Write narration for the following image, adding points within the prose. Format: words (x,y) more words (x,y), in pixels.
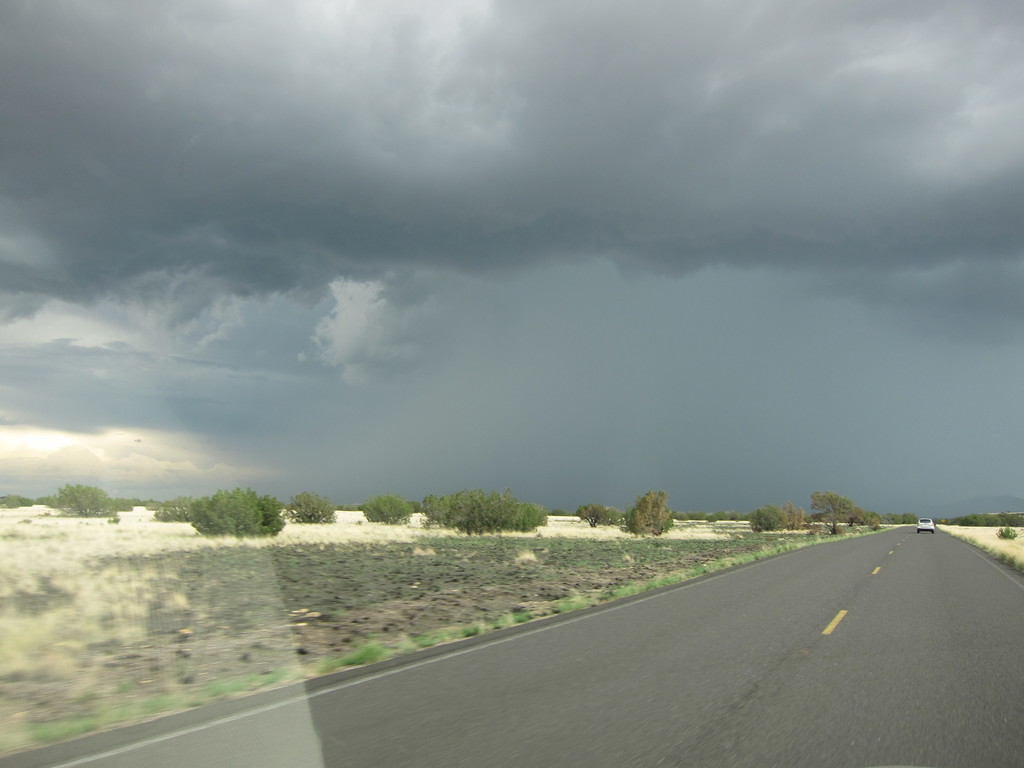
In the center of the image (344,505) we can see some trees (509,527), grass (539,548), ground (487,560) are there. On the right side of the image (914,534) a truck (931,527), road (845,573) are there. At the top of the image (602,194) clouds (514,433) are present in the sky (239,404).
